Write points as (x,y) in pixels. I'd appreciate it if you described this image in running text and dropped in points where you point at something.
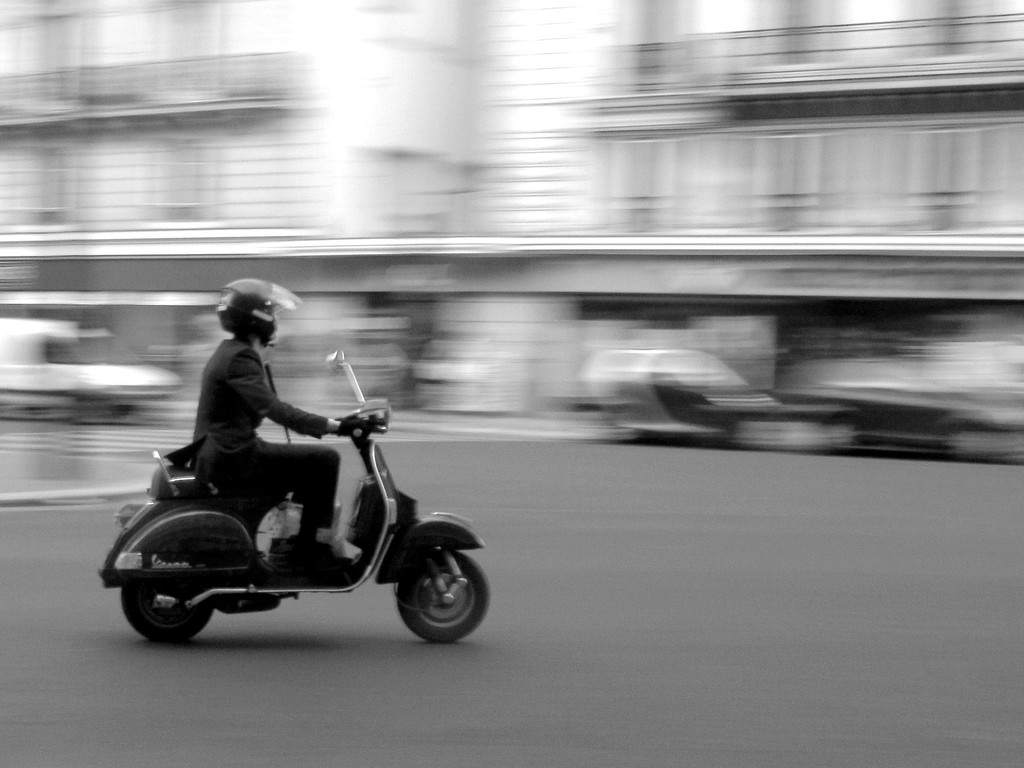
In this image i can see a person (315,509) riding scooter (307,580) on the road (560,595).
